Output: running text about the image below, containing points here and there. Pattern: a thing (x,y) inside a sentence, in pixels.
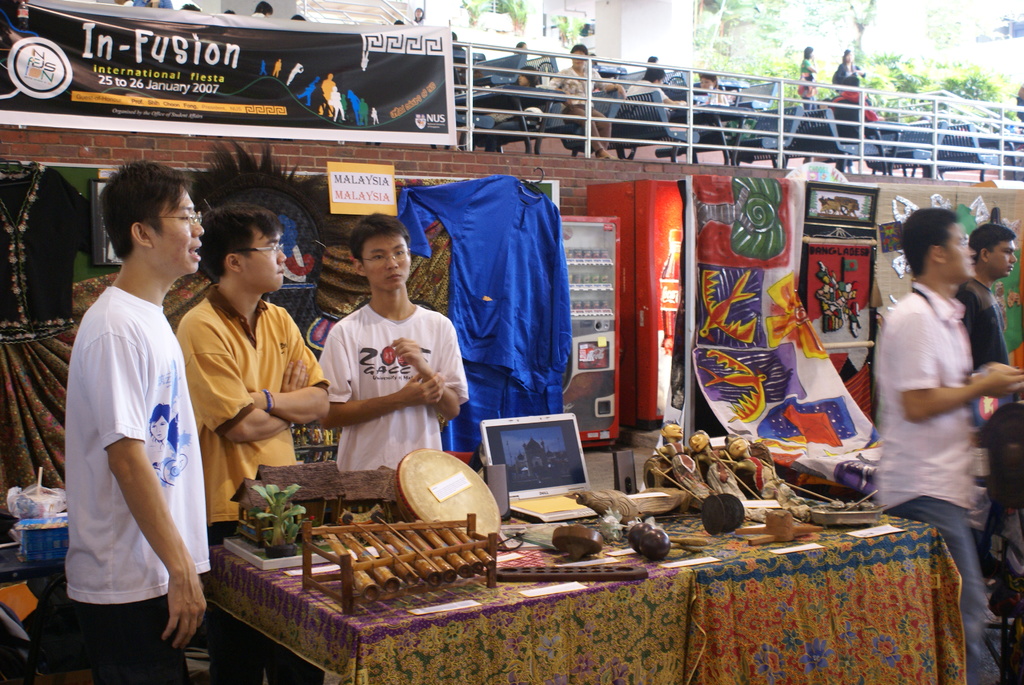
In this picture there is a table (933,644) in the center of the image (666,448), which consists of different wood items (621,503) and there are people (981,631) on the right (986,541) and left side of the image (261,250), there are posters (719,325) and clothes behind them, there are other people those who are sitting on the chairs (530,79) at the top side of the image (971,138) and there are trees (829,33) at the top side of the image (761,40).
